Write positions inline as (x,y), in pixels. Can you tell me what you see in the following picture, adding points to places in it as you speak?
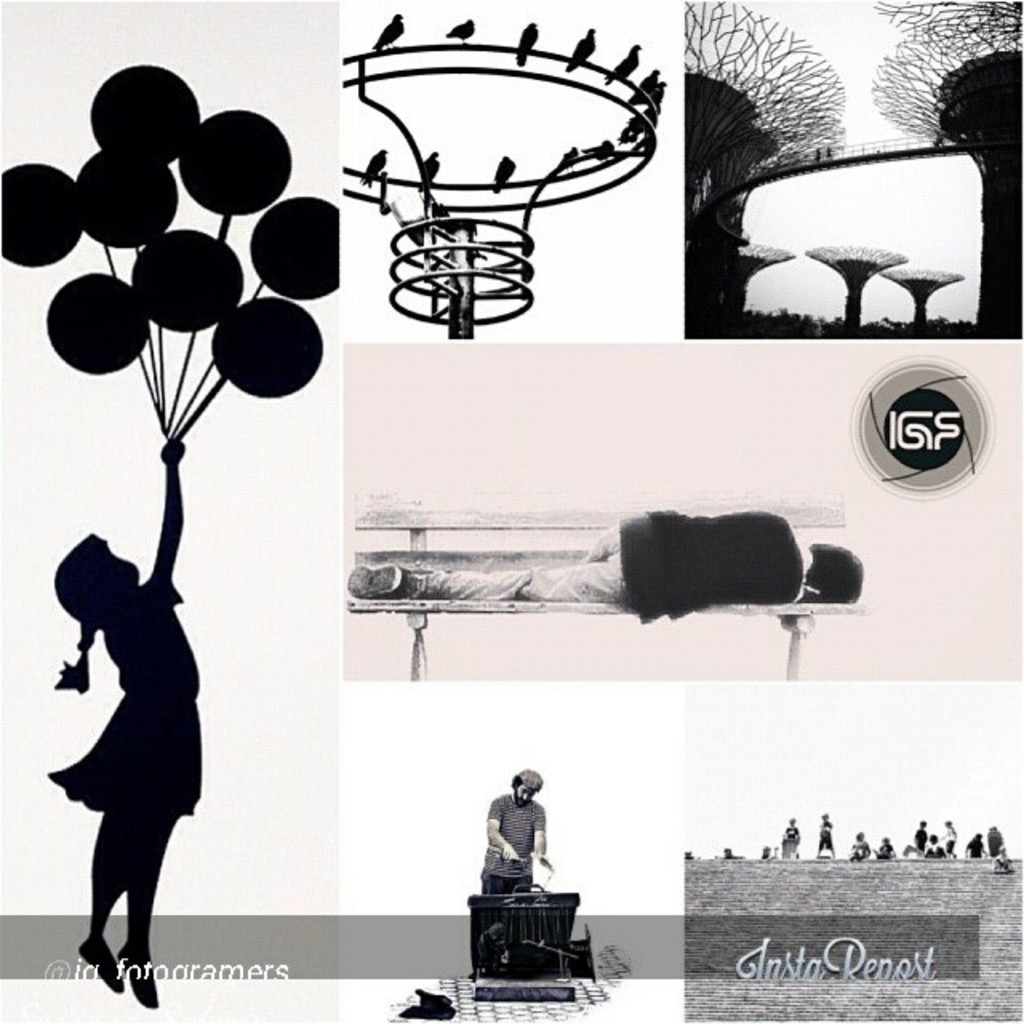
In this picture, we see stencil images (645,556). This picture is the collage of six images. Here, we see the girl (169,584) is holding the balloons (173,326). Beside that, we see the man (384,590) is sleeping on the bench (797,511). We see the birds (575,160) are on the tower (598,190). There are trees (749,265) and a bridge (968,150). At the bottom (990,851), we see people (994,840) are standing. Beside that, the man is standing and in front of him, we see a black color box (550,916).
